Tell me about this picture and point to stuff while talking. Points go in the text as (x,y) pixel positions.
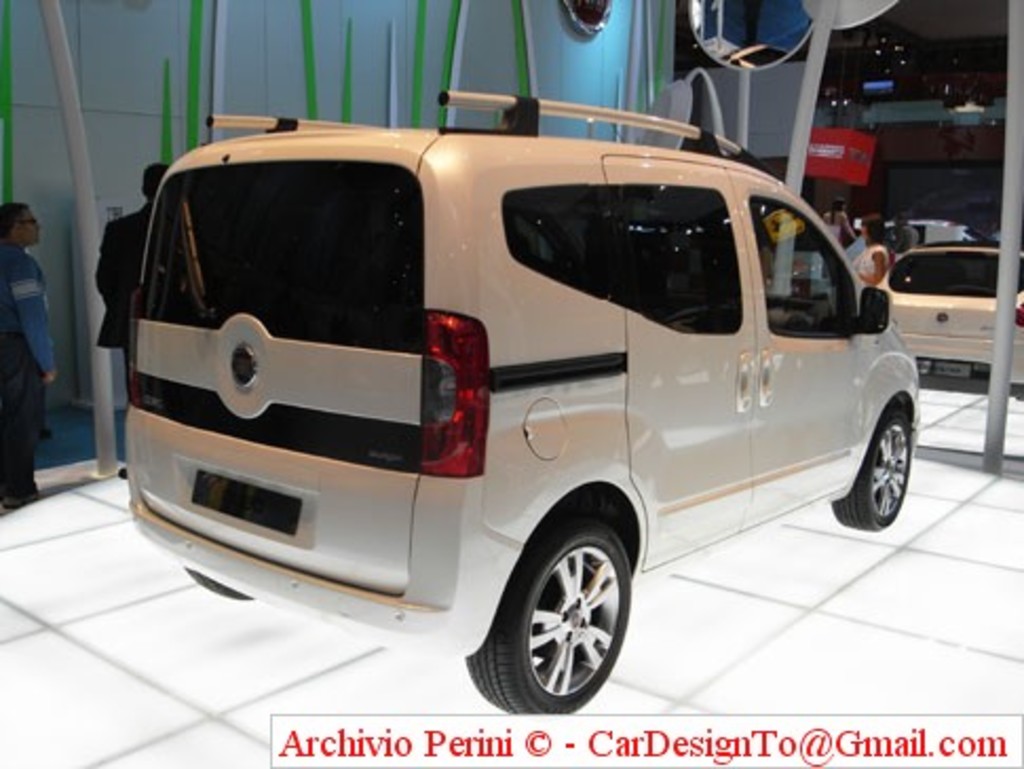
In this picture I can see couple of cars (890,332) and few people (7,240) standing and I can see a mirror (799,13) to the pole (741,109) and text (946,756) at the bottom right corner of the picture (686,760).
